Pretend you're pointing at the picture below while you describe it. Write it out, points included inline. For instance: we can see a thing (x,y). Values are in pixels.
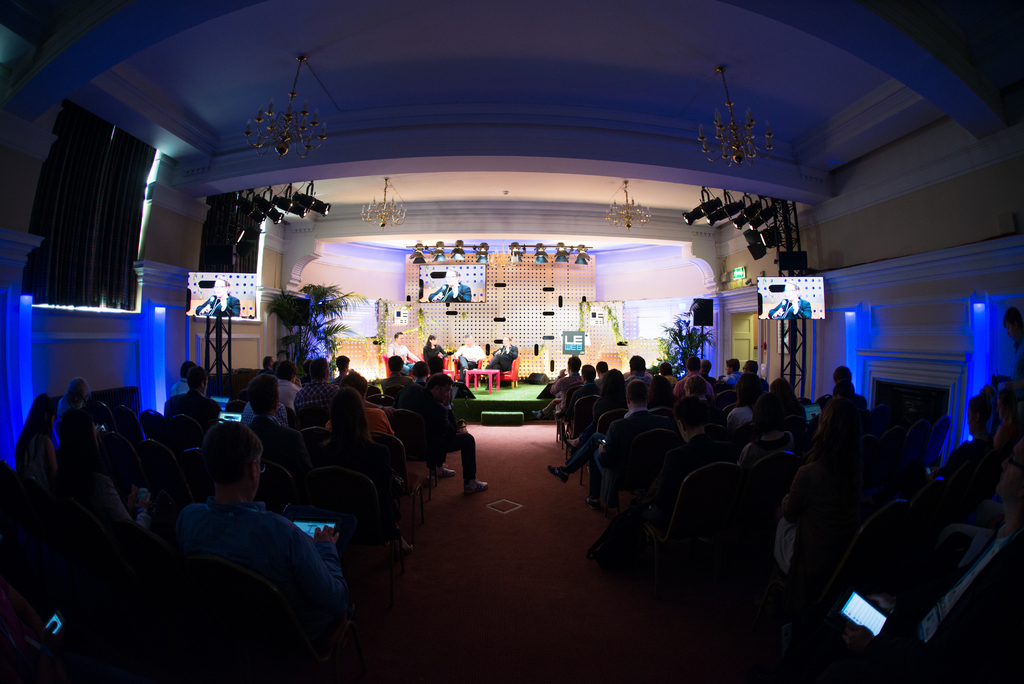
People (325,604) are sitting on chairs (79,513). These two people (310,556) are holding devices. Front we can see three screens (788,293), focusing lights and plant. These are curtains (68,235).
